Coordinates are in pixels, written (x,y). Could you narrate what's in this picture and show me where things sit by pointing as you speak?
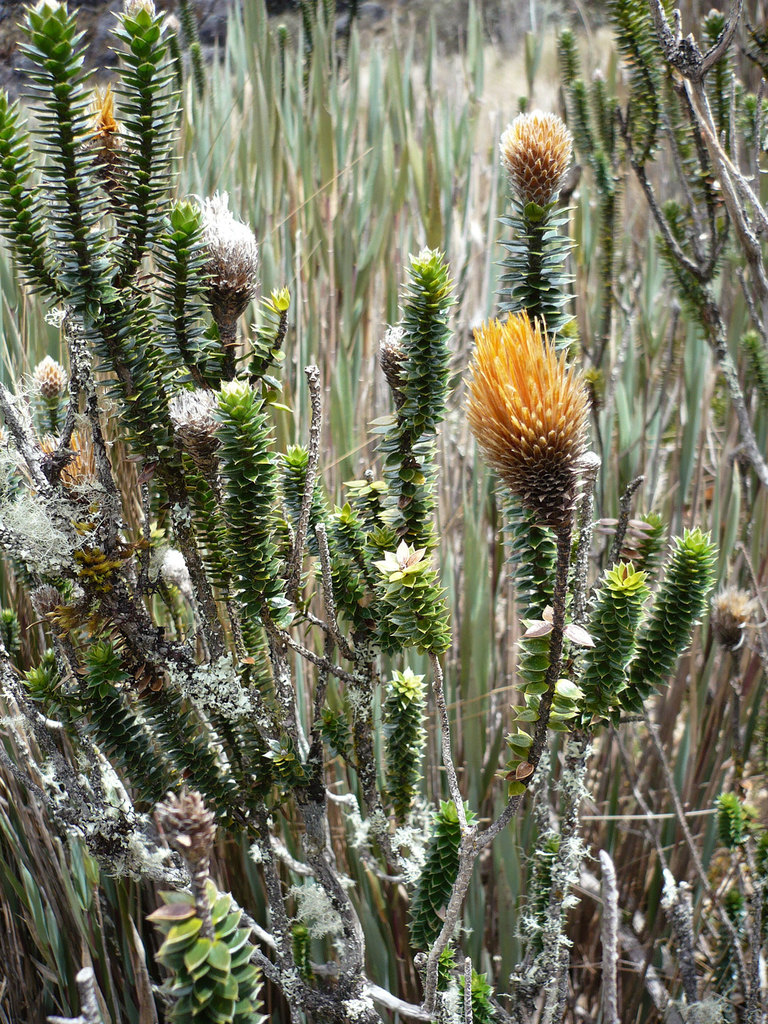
In this image, I can see a plant (332,743) with the branches (182,509), leaves (266,521) and the flowers (512,476). I think this is the grass (331,135).
